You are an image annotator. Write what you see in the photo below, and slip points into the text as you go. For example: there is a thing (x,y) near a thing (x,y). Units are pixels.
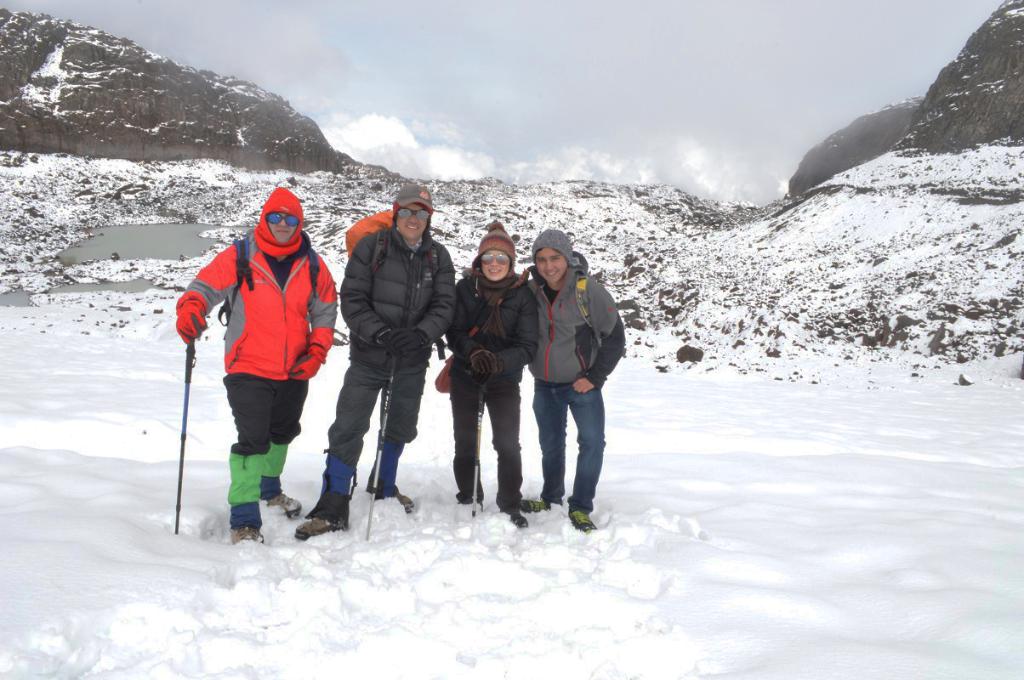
In this image there are four persons (276,443) standing on the snow (83,497) by holding the ski poles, and in the background (724,227) there are snow mountains (112,38), sky (370,100).
